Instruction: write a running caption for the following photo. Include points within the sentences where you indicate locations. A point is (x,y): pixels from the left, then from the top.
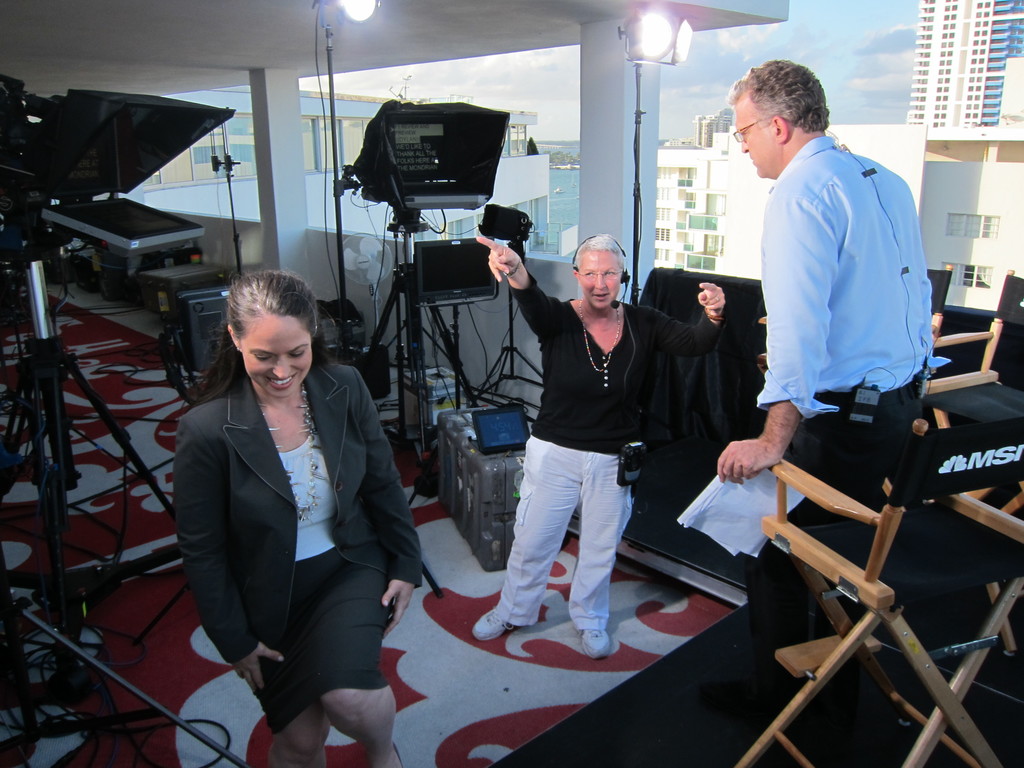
In this picture, we see two women (585,449) are standing. They are smiling. The woman (601,404) in the black T-shirt (598,389) is standing and she is wearing the spectacles (602,273) and the headset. She is pointing her fingers (509,249) towards something. The man (745,108) on the right side (779,284) is standing on the stage (764,652). He is holding the papers (739,522) in his hand (766,465). Behind him, we see the wooden chairs (894,560). Behind them, we see the stands (40,389) and the electrical equipment (339,302). In the background (535,163), we see a wall (344,233), pillars (284,240) and the open spaces (545,245) from which we can see the buildings (535,196). At the top (327,13), we see the lights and the sky (816,70).
